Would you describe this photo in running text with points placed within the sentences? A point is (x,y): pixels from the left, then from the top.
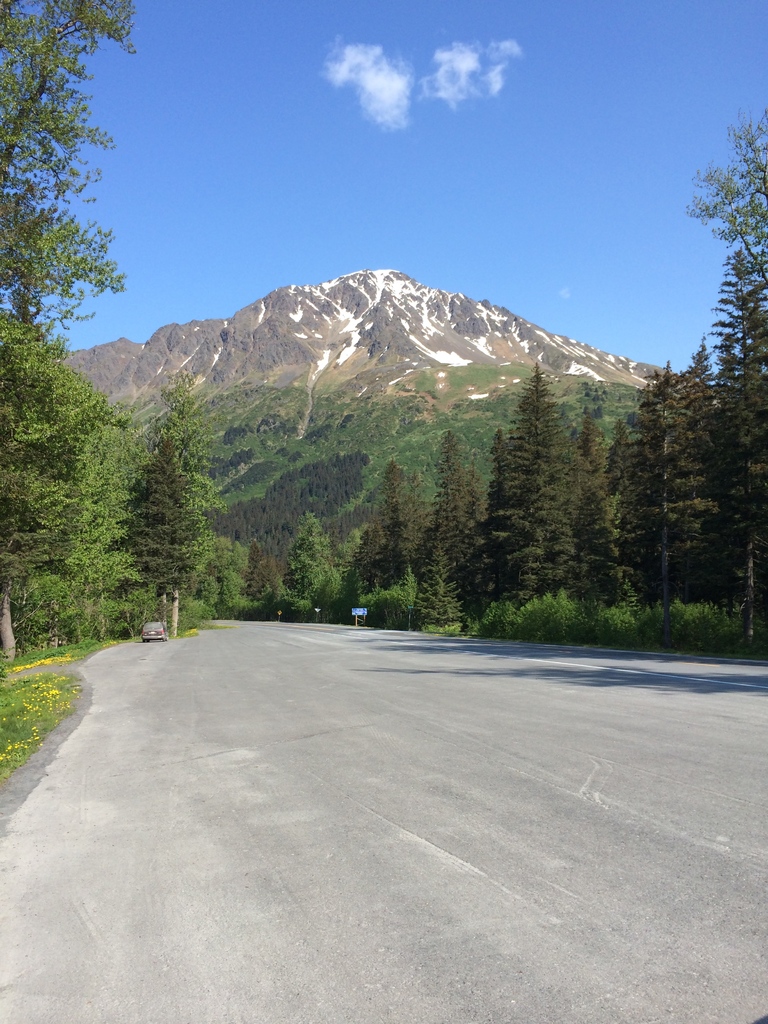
In the image we can see trees (429,596), mountain (322,447) and the sky (484,160). Here we can see a vehicle (152,626) on the road (331,715) and the grass (5,768).
